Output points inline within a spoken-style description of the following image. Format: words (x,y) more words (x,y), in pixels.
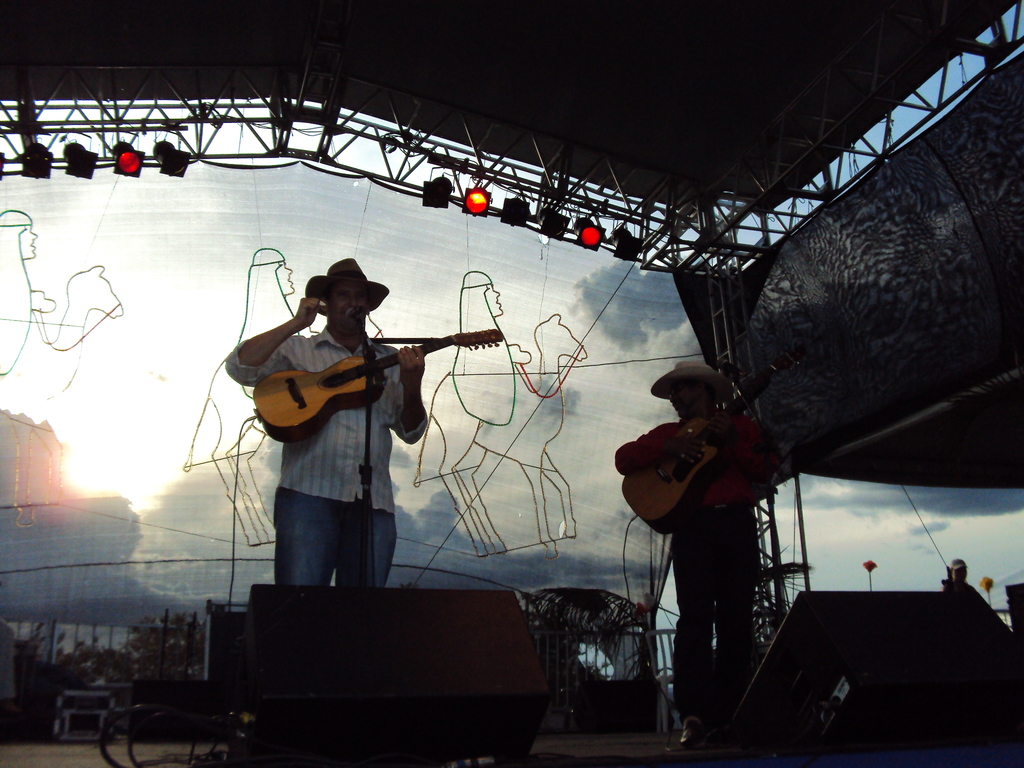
In this image i can see there are two men (331,423) who are holding guitar (345,389) in front of a microphone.
